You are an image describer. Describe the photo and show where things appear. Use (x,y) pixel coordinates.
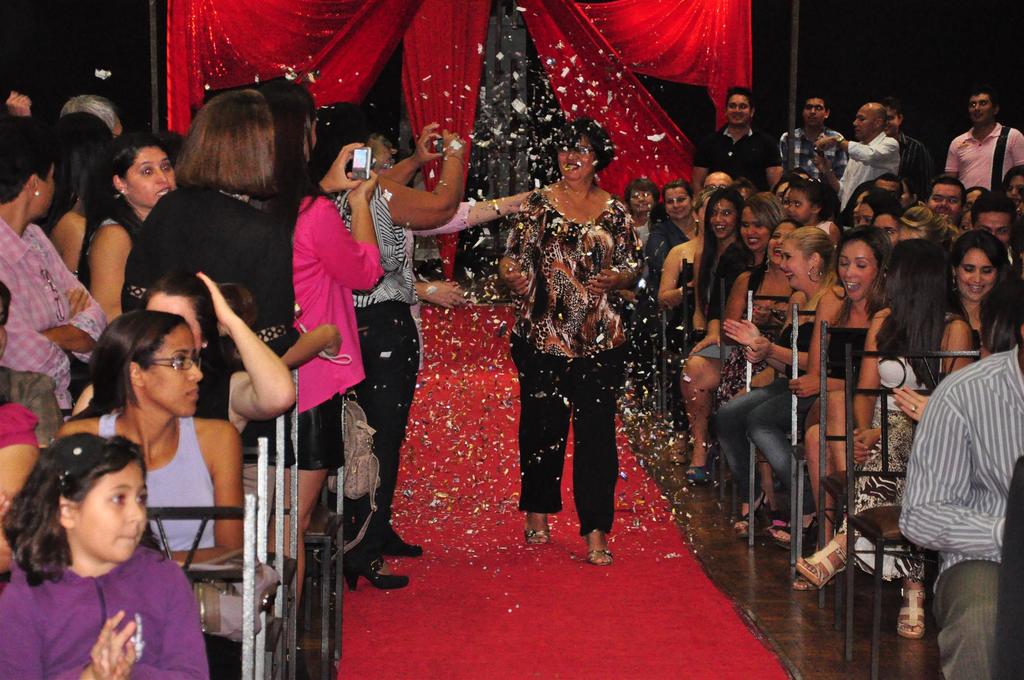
In this image we can see people (767,425) are sitting on the chairs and there are few people (298,280) standing on the floor (888,637). In the background (203,39) we can see poles (793,20) and curtains (601,99).
